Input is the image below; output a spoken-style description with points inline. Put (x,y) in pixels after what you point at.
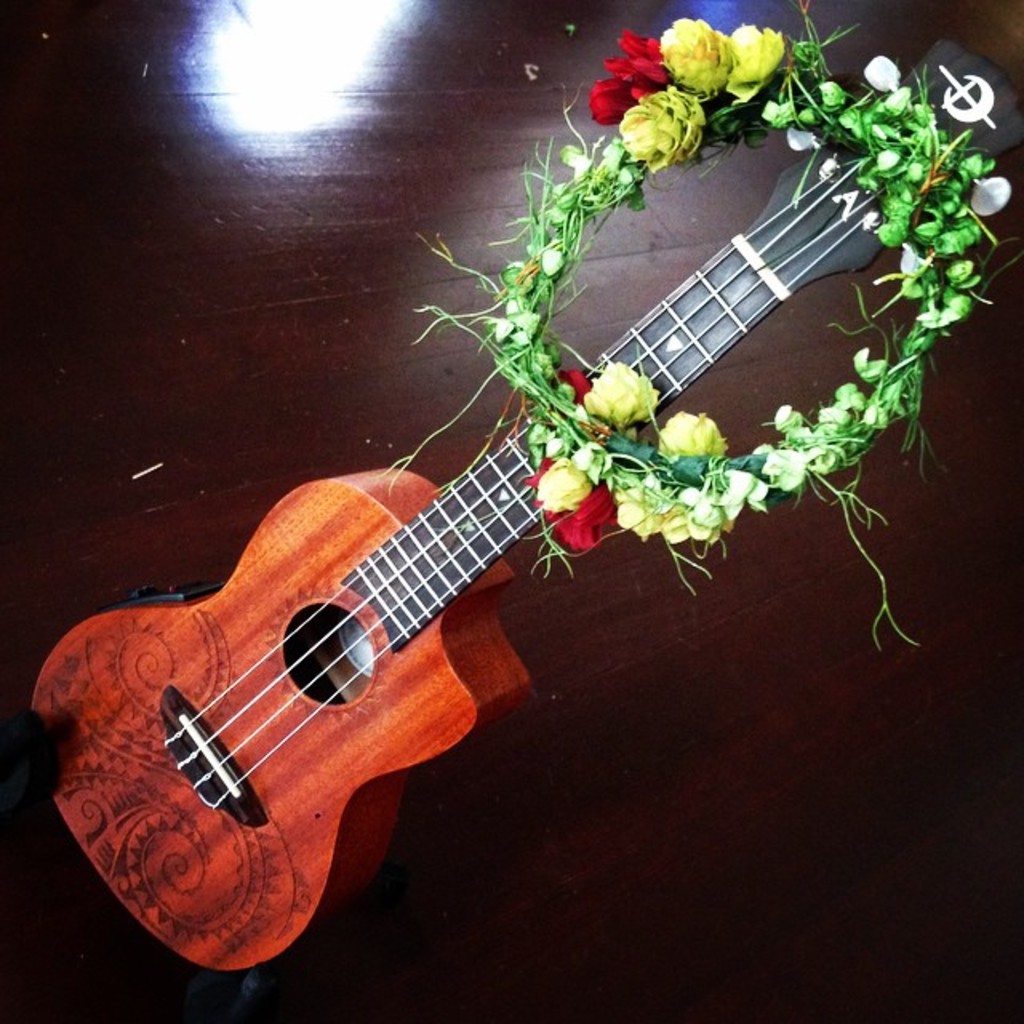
This is a guitar (336,636) with strings (245,739) and this guitar (254,690) has a design (158,799) on it. This is a flower crown (631,386) with yellow and red flowers (631,390). This guitar (365,708) is placed on the floor (609,747).
